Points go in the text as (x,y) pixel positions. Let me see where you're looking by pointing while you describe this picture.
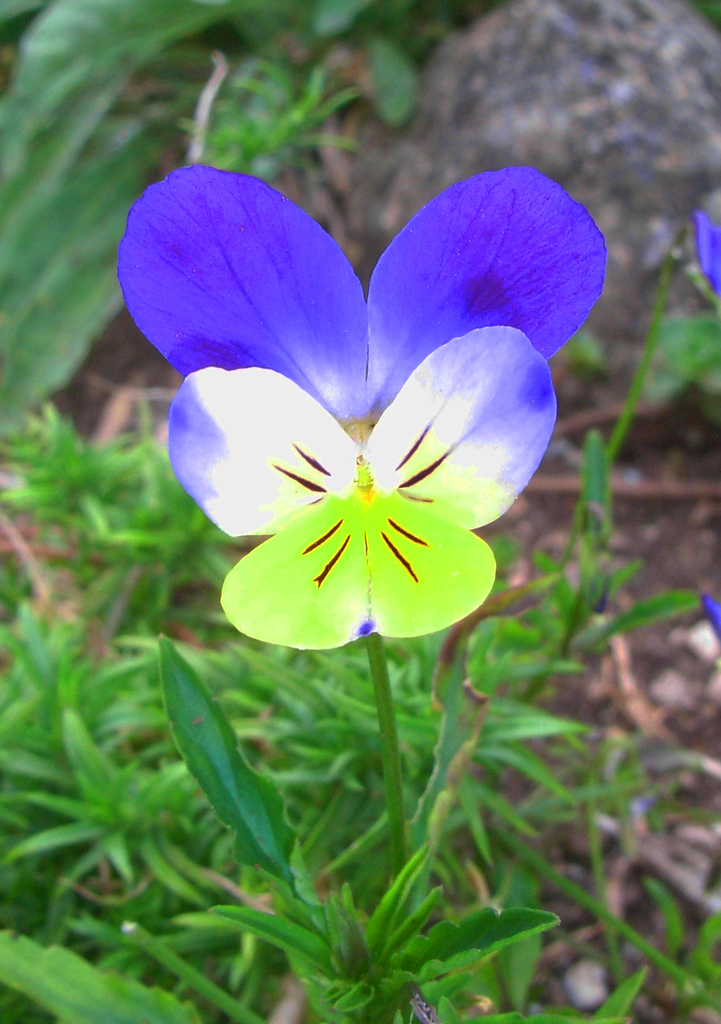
In this image there are flowers (412,595), plants (284,754) and grass (56,876).
